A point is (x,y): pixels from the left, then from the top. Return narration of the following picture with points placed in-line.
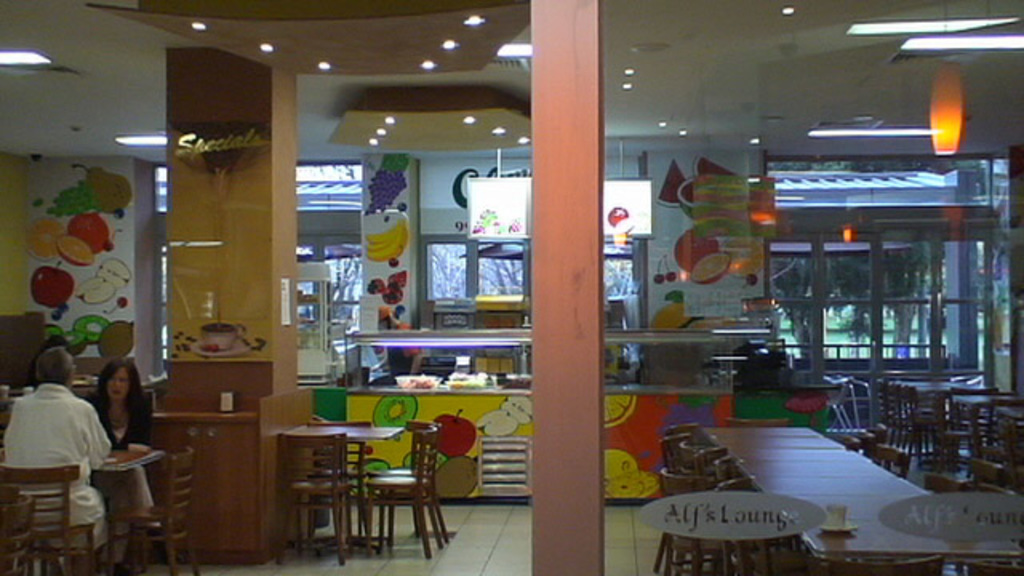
In this image I can see two people (140,424) are sitting on chairs (40,471). I can also see few more chairs (322,469) and tables (763,467). In the background (526,144) I can see lights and few trees (483,271).
